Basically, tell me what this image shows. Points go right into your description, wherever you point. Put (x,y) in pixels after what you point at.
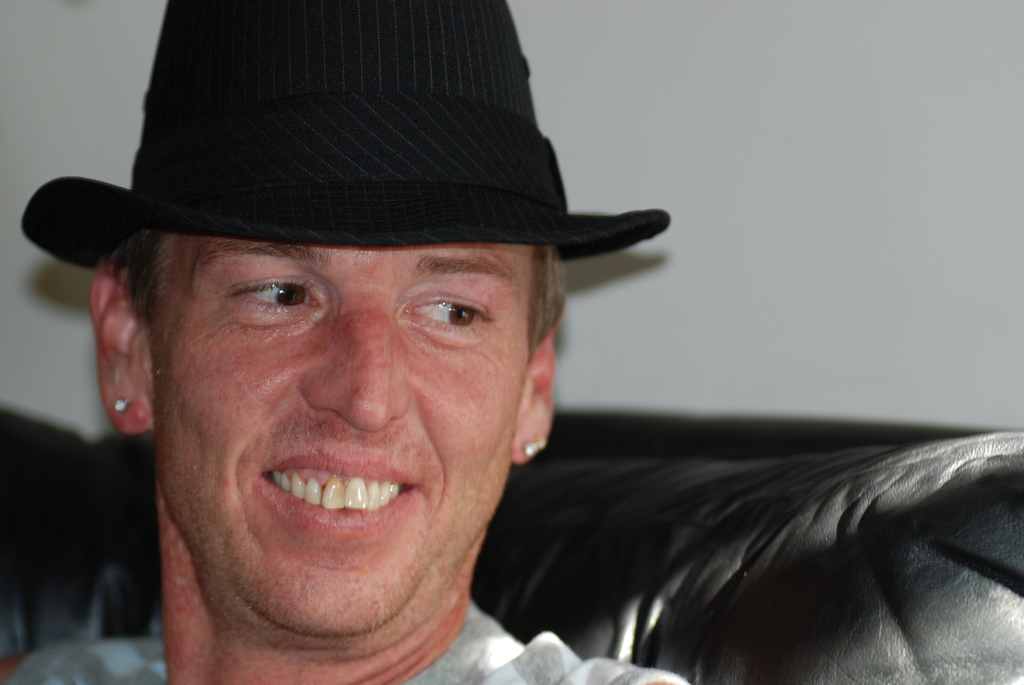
In this image we can see a man (454,308) wearing a hat (295,227) sitting in a sofa (847,622). On the backside (841,336) we can see a wall (676,358).
